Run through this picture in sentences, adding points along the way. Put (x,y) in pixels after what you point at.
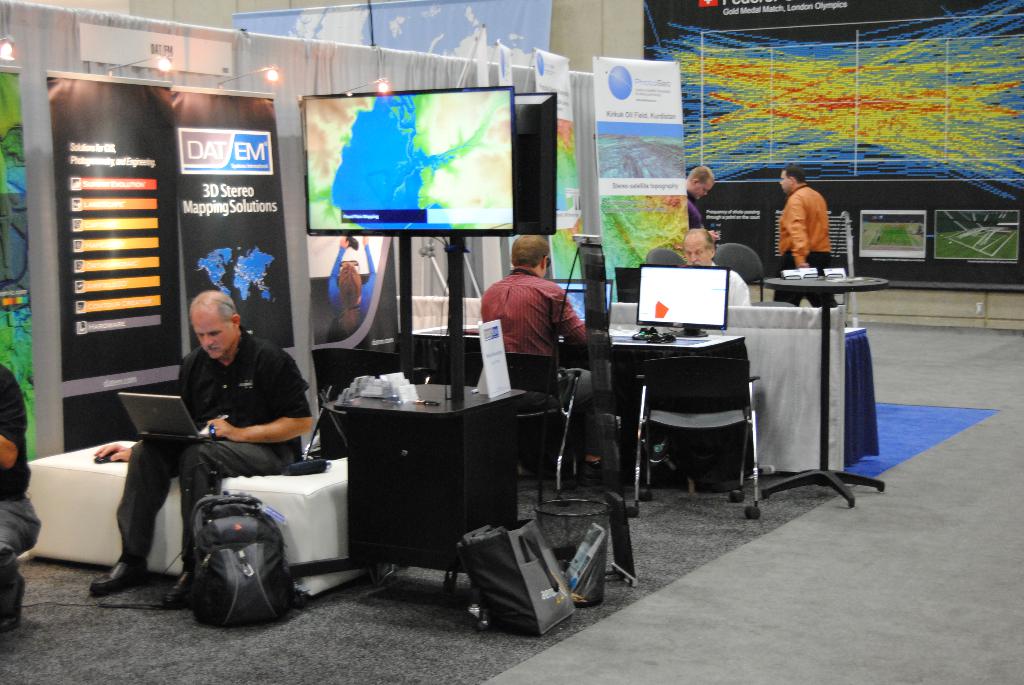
In this image In the middle (484,403) there is a table (476,462), television (502,198), man (528,301), system (650,317), chair (671,377) and laptop (581,301). On the left (178,449) there is a man (163,460). On the right (795,280) there is a poster (855,146), table (839,288), some people (802,262) and chair (753,265).
